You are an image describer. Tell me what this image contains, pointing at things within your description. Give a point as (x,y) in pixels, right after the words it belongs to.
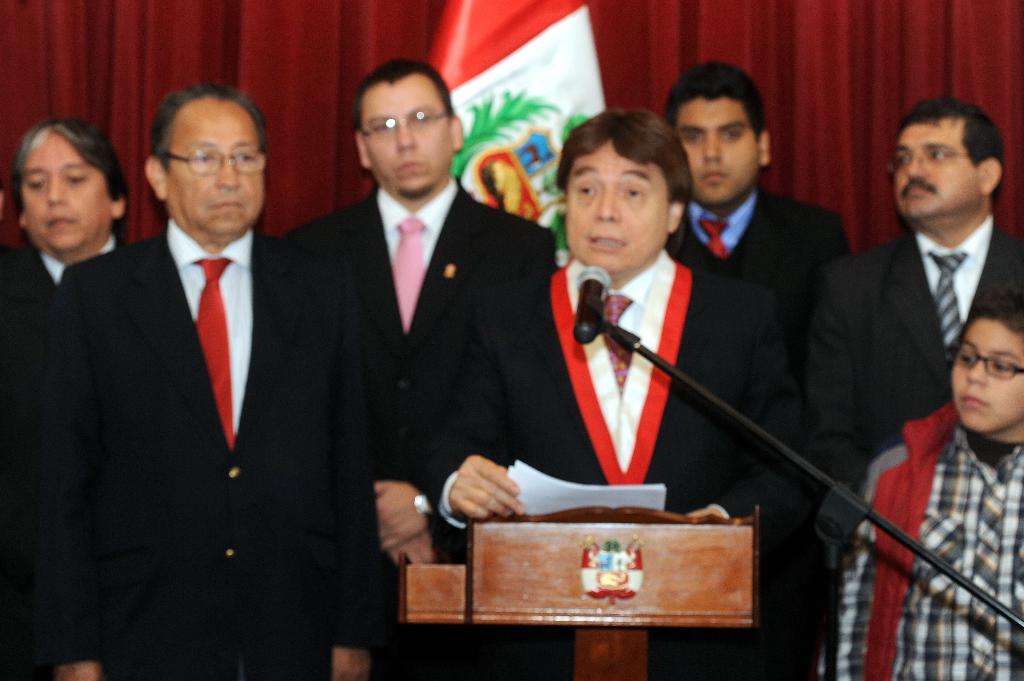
In this image I can see group of men (377,358) are standing. They are wearing black color clothes (358,343). Here I can see a podium (590,608) and microphone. In the background (641,10) I can see curtains (294,124).
